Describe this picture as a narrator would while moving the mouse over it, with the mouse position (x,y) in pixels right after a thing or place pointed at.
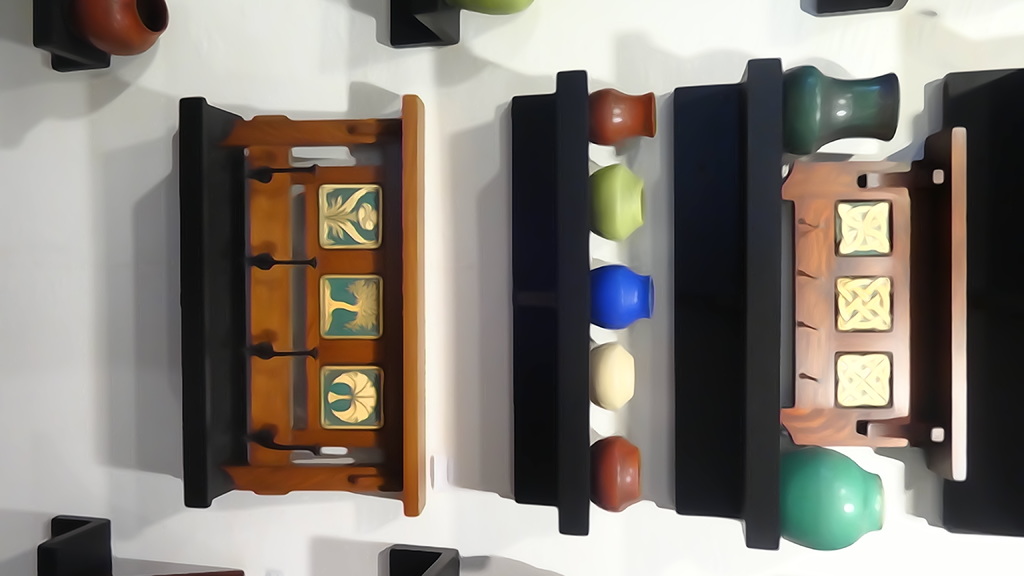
In this image there are few shelves (675,322) having few crockery items (800,516) on it. Shelves (376,489) are attached to the wall (122,263).
